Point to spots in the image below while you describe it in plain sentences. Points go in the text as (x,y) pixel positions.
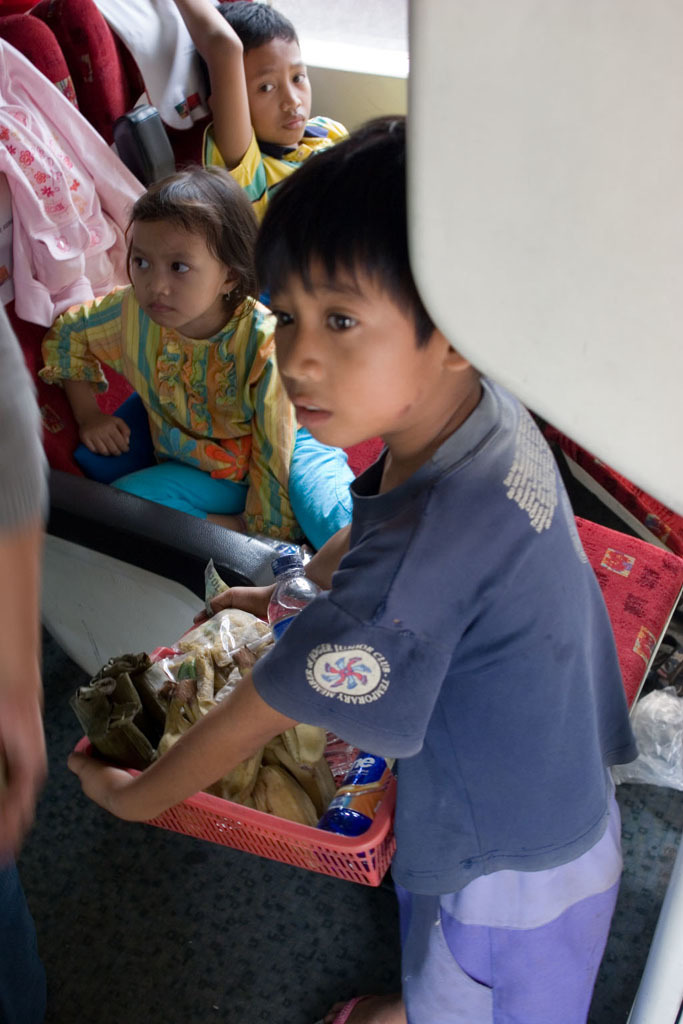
In this image I can see few people (214,374) with different color dresses (471,513). I can see one person (450,504) holding the red color basket (278,855) and many items (126,723) in it. I can see two people (178,433) sitting on the maroon color seats (112,115). These people (250,190) are inside the vehicle (232,968).
